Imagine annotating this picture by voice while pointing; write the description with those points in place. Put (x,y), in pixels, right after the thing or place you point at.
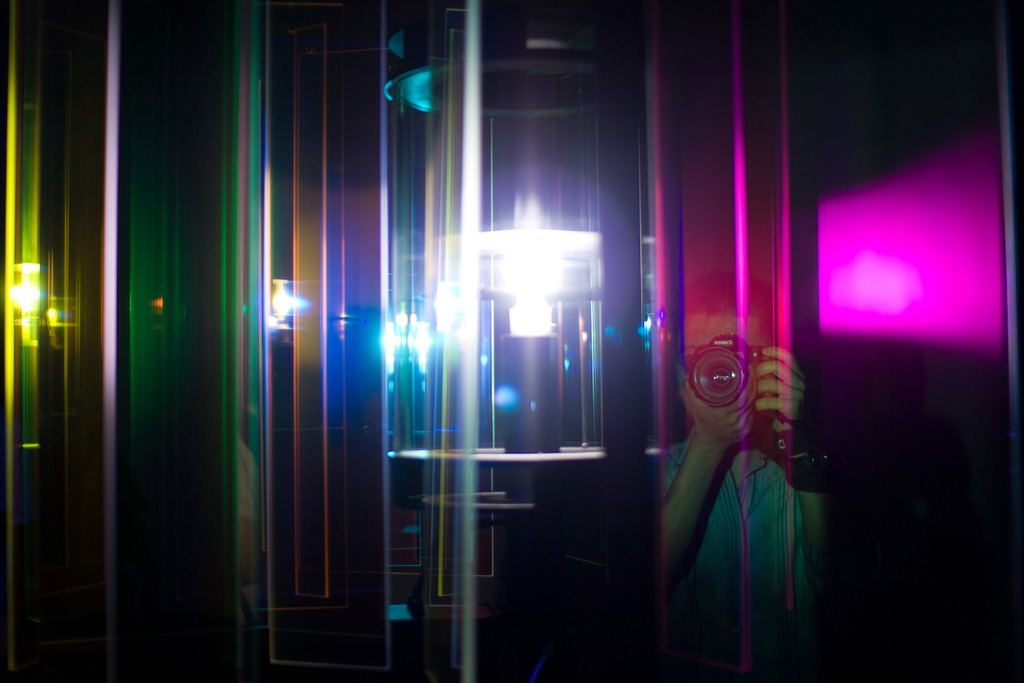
In this picture I can see a person (757,443) holding a camera (755,404). I can see a lighting block (504,320) in the middle (521,322).
